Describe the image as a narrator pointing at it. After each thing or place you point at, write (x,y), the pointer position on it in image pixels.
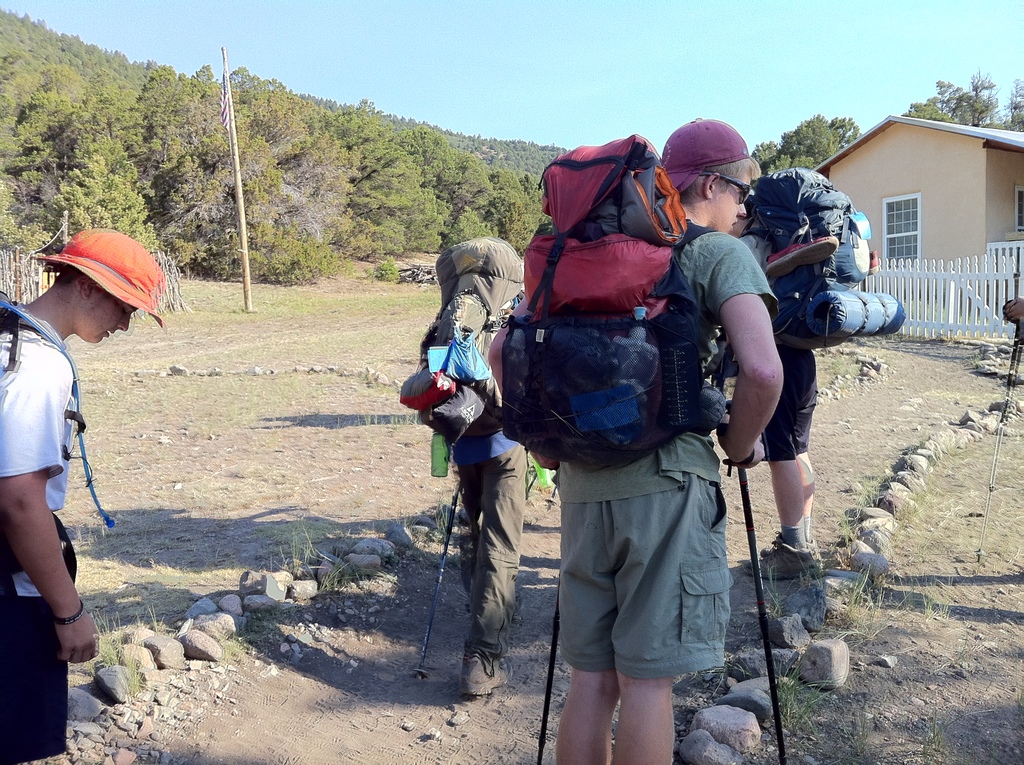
This is a picture outside the house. There are four men (643,519) walking towards the house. On the right (883,174) there is a house (891,135). There is fence (953,262) around the house (934,256). On the top left (99,73) there are trees (513,174). On the top (232,170) background there is a pole (223,67). In the foreground of the image (635,586) there are four men (572,639) carrying backpacks (676,384). There are many stones (368,544) in the image. Sky (430,71) is clear.
